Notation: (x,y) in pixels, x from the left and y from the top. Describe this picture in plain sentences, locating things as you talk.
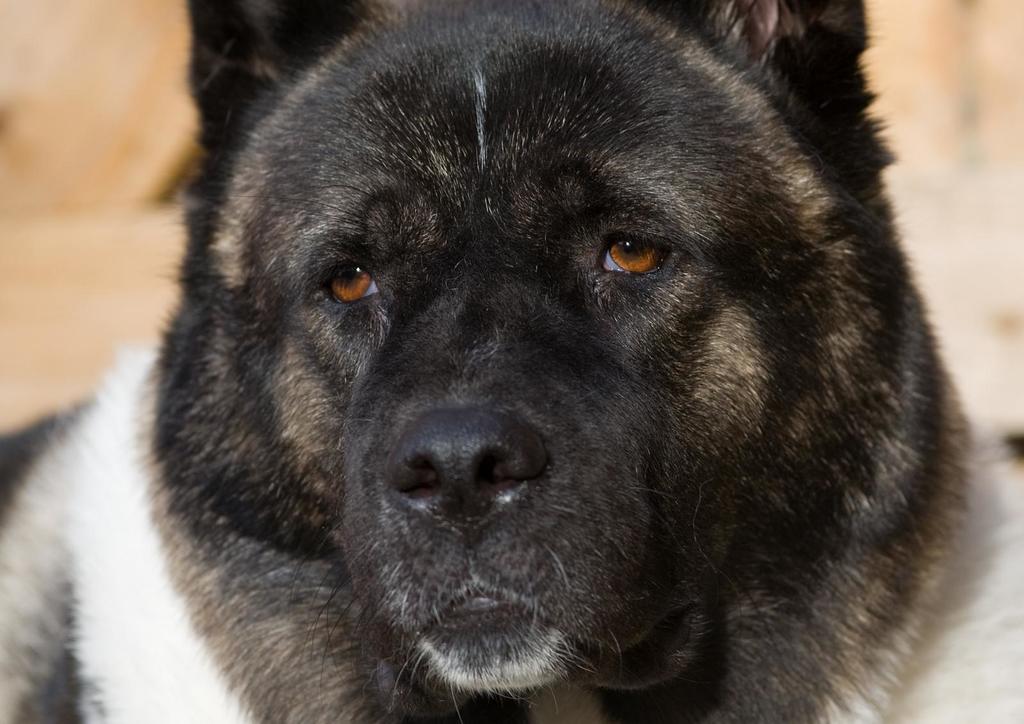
In this picture I can observe an animal (327,477) in the middle of the picture (394,328). It is looking like a dog (400,461). This animal (568,261) is in black and white color. The background (51,94) is blurred.
